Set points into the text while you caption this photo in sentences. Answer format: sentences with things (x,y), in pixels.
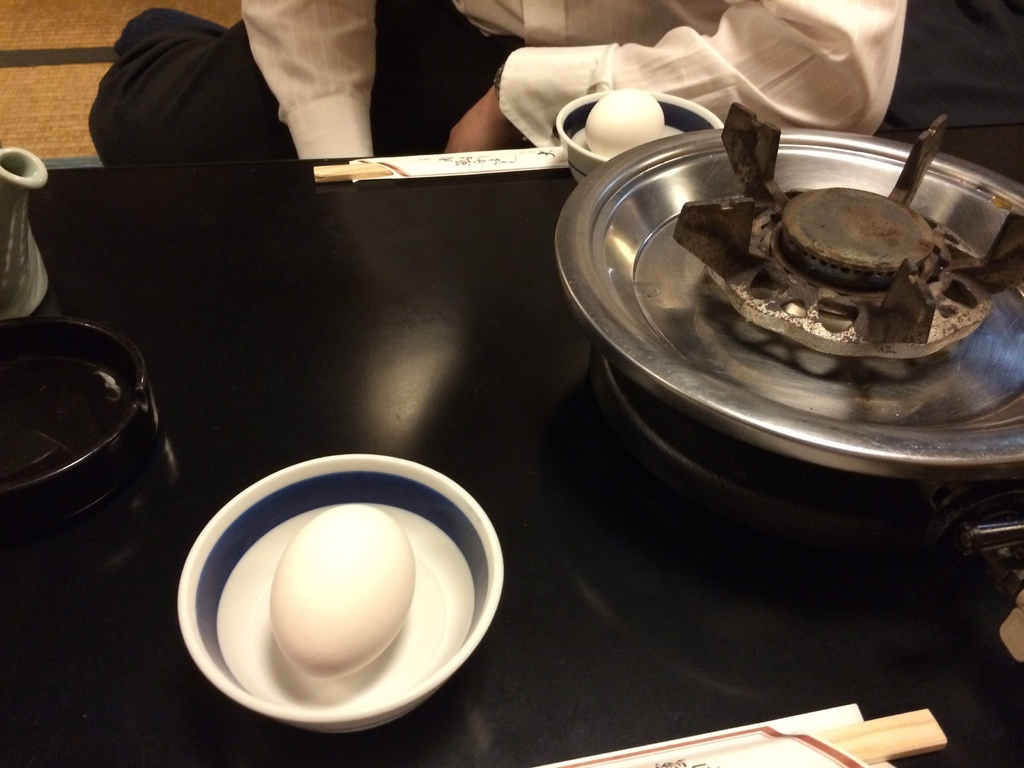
In this image I can see few eggs (305,642) in bowls (305,642) and few object (108,387) on the black color table (668,618). Back I can see a person (533,88) wearing white and black dress (452,59).
